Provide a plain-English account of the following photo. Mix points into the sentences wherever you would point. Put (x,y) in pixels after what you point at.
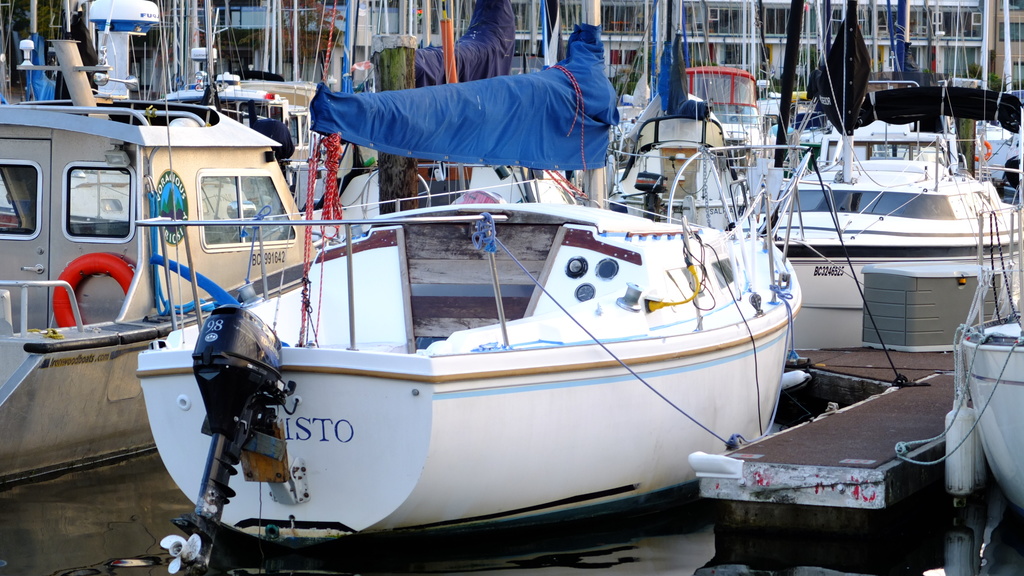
In this picture we can see some boats (391,120) in water (743,565) and some buildings (931,51) in the background (970,59).
